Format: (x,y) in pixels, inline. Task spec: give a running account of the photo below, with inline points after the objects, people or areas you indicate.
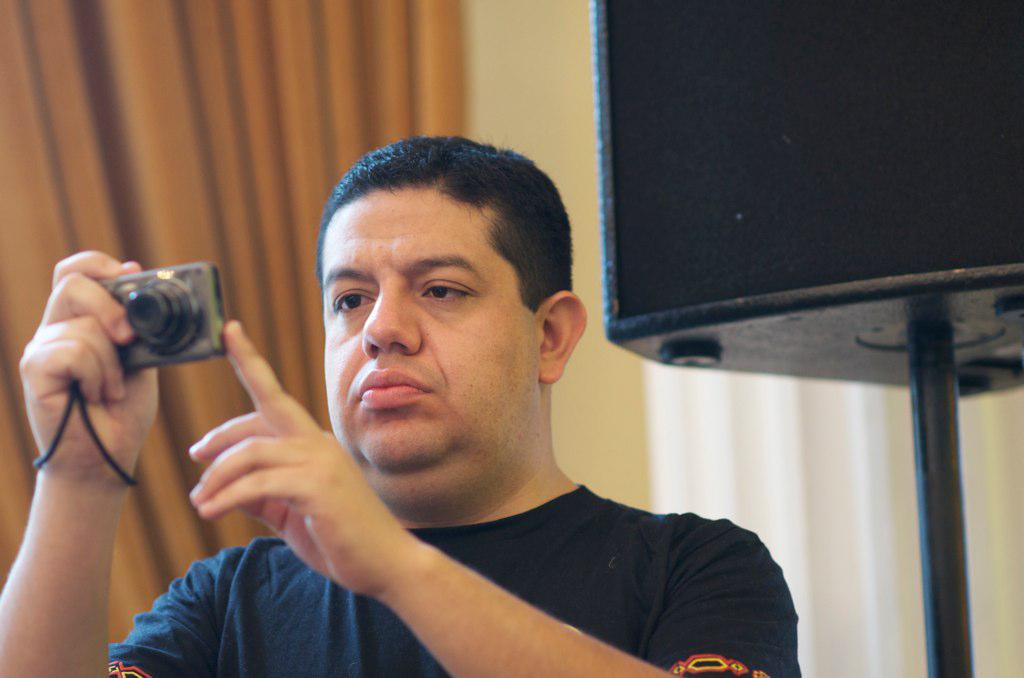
In this picture we can see man (310,483) holding camera (218,287) with his hand (79,354) and looking at this camera (203,337) and aside to him we can see speakers (652,116), curtains (389,134), wall (509,117).
